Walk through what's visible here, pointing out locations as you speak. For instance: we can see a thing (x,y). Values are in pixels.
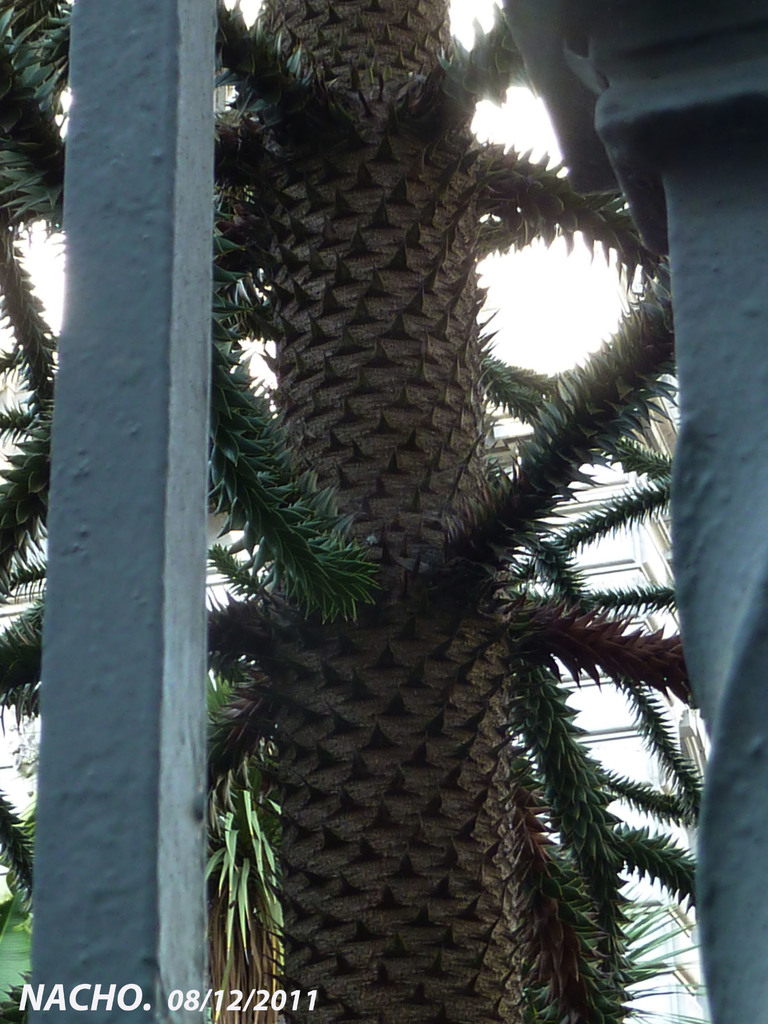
Here in this picture we can see a trunk (383,416) of a tree (322,699) and we can also see its branches (260,323) and we can see some iron poles (97,149) and behind that we can see a building (595,499) present over there.
